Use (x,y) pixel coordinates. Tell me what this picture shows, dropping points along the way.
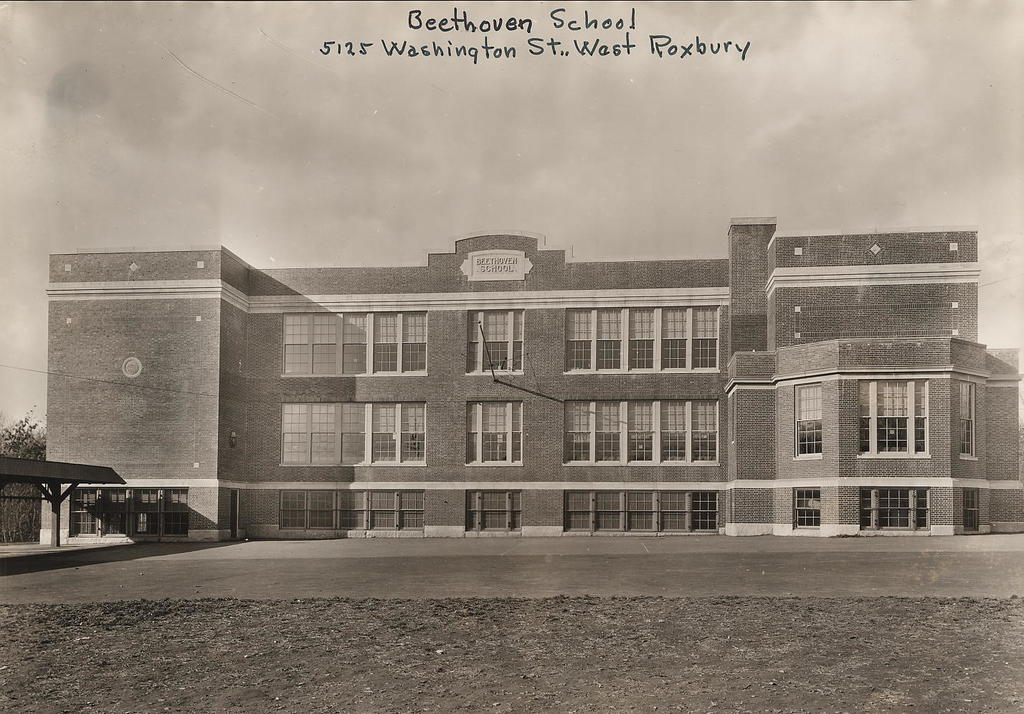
This picture consists of a building (711,348), at the top (631,143) I can see the sky (368,153) and I can see a text (652,36) visible at the top (436,53). And I can see trees (19,494) visible on left side (2,448).
